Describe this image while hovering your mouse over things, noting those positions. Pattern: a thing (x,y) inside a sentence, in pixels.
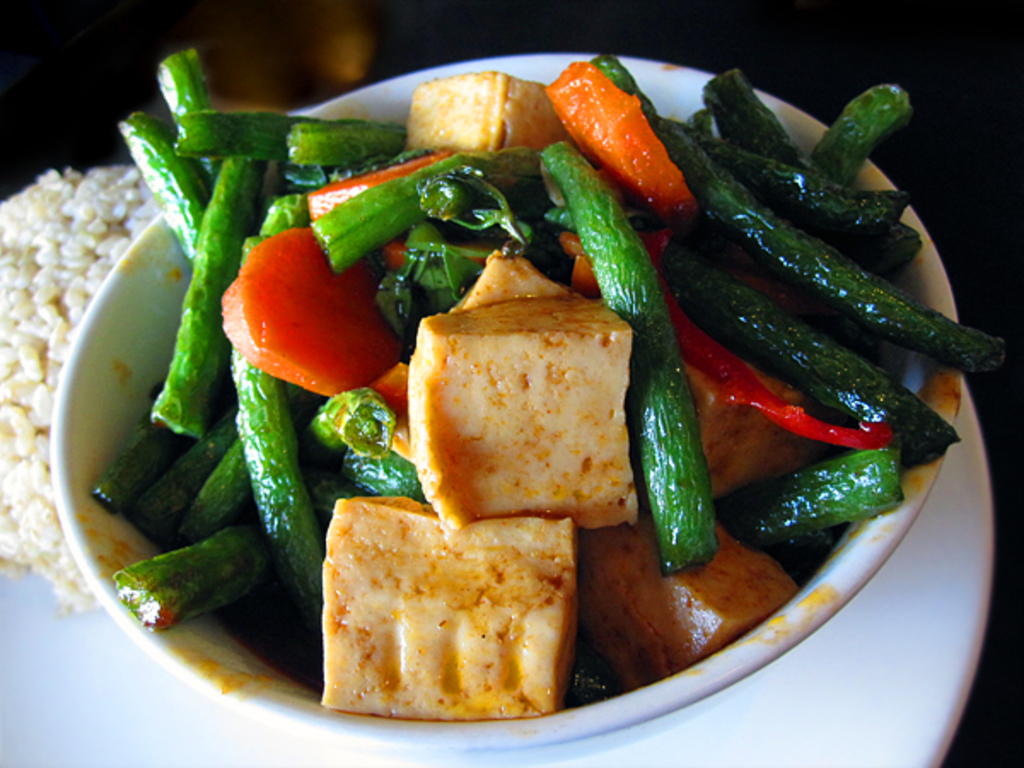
In the picture we can see a white color plate (643,751) on it, we can see a bowl (924,466) with some vegetable slices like beans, carrot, and beside it we can see the rice (41,251).
